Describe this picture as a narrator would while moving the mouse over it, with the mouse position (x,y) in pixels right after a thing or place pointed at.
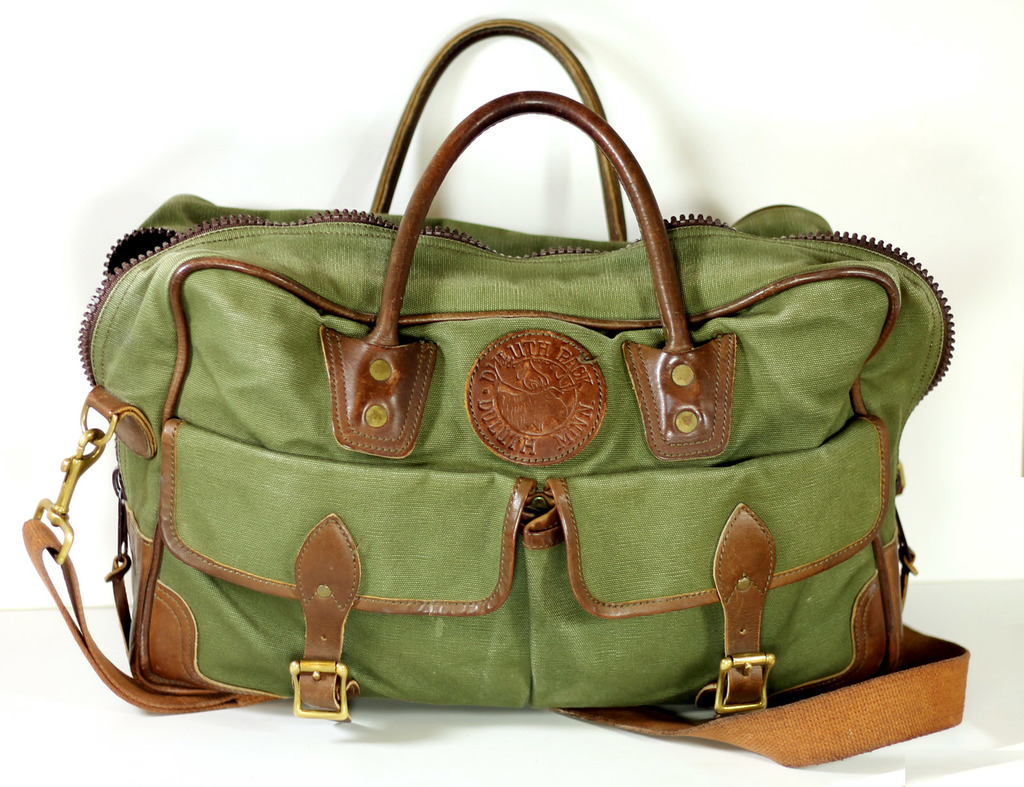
in this picture there is a bag (235,391).
